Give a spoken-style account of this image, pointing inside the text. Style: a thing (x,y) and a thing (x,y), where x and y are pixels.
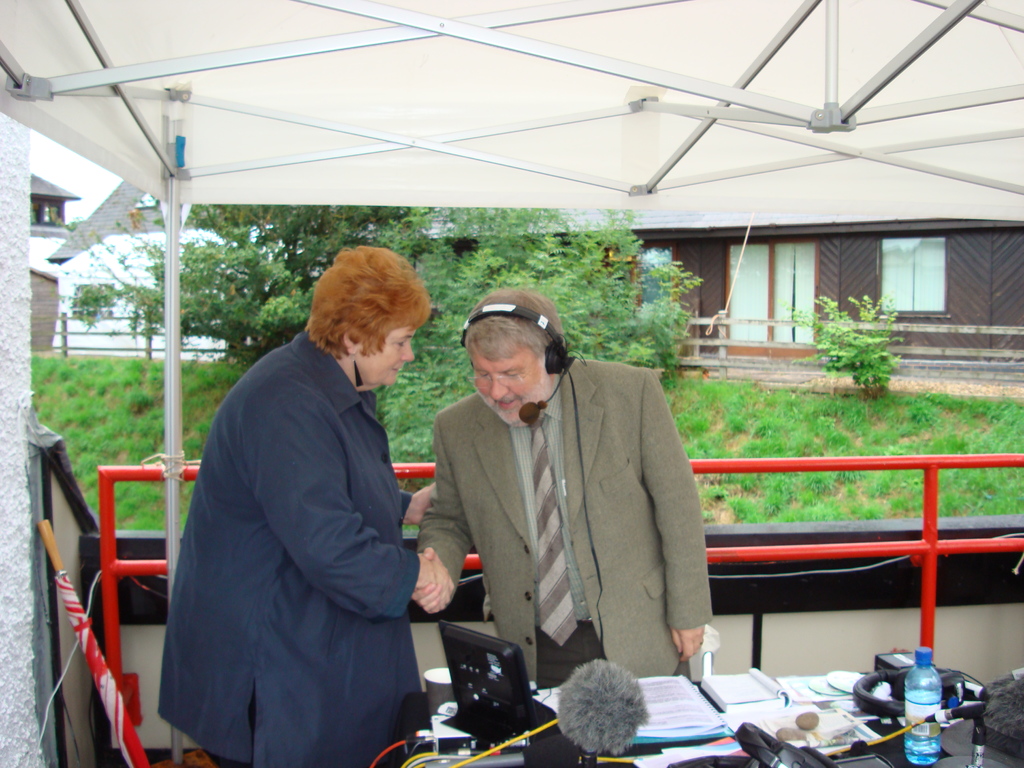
This image is taken outdoors. At the bottom of the image (913,759) there is a table (516,728) with many things (462,681) on it. In the middle of the image (538,375) a man (554,504) and a woman (365,466) are standing on the floor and greeting each other. At the top of the image (160,124) there is a roof (567,89) with iron bars (836,143). In the background (433,311) there is a railing (855,465) and a ground (744,442) with grass (75,404) and plants (432,248) on it and there is a house (131,254) with walls (709,278), windows (926,267) and doors (757,260).
